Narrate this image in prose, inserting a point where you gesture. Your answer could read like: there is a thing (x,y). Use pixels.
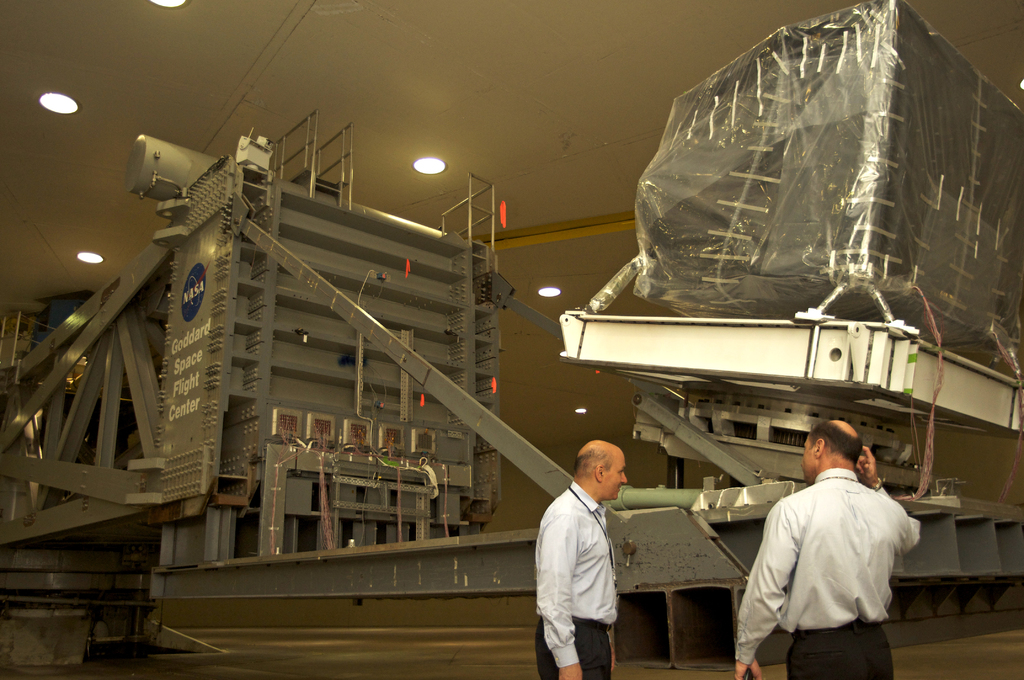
In this image there are two persons (858,460) standing, there are machines (497,443) and lights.
